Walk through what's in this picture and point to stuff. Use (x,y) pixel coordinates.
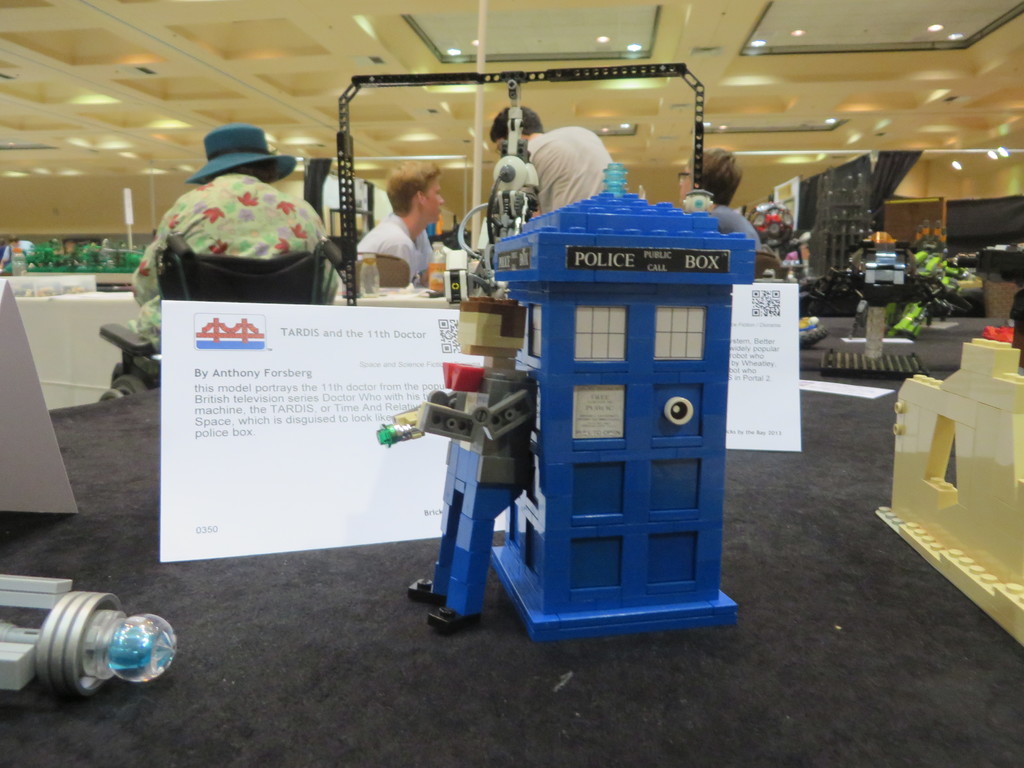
There are toys (655,508) and paper notes (369,424) at the front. People (239,232) are present and there are other objects (937,209). There are lights (934,29) on the top (763,41).
